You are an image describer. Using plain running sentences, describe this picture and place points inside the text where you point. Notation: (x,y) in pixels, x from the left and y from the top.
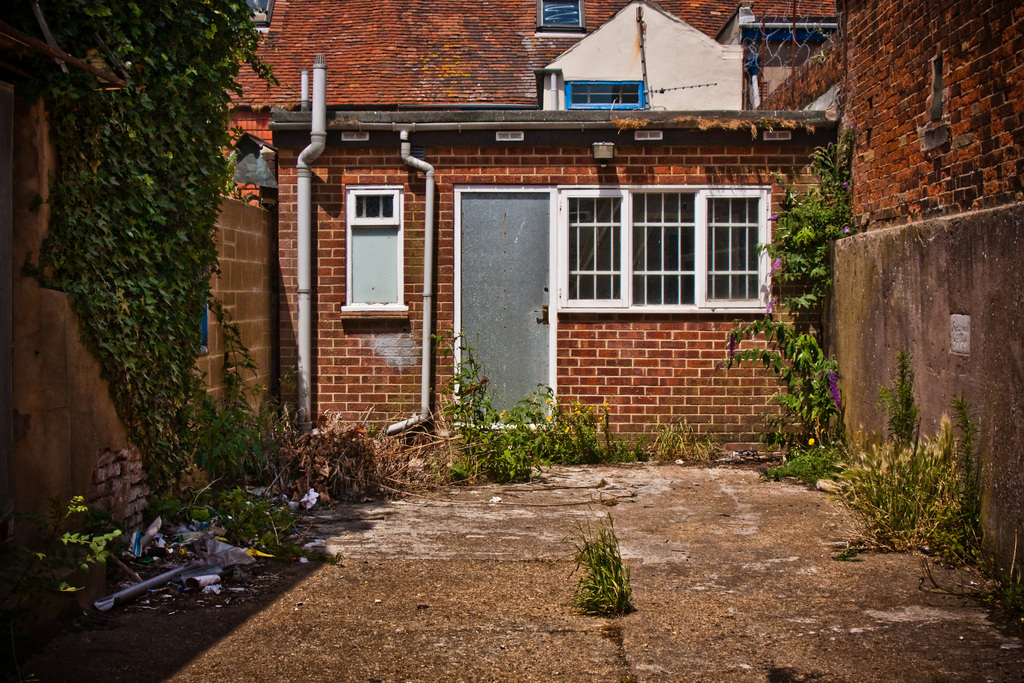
In the image there is a building (413,25) in the back (703,291) with door (508,243) in the middle (513,286) and windows (391,224) on either side of it, in the front (927,469) there are plants (589,433) on either side of the wall (993,154).
